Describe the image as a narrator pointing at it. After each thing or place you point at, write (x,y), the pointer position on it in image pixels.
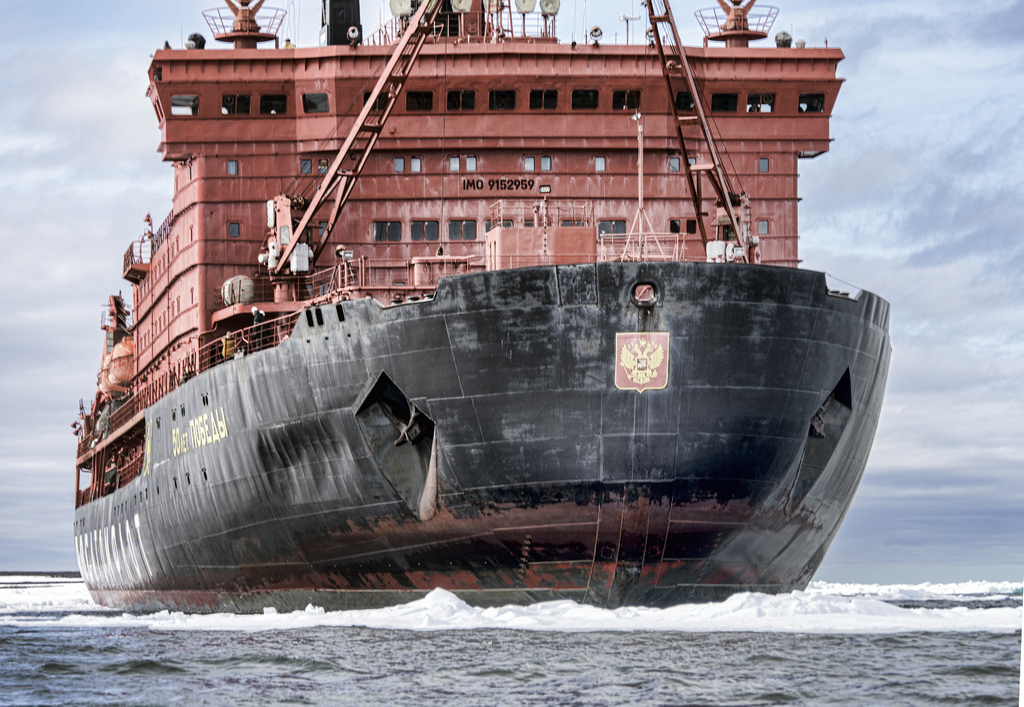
In this image there is a ship (450,438) sailing on a sea (509,632), in the background (934,51) there is a cloudy sky (934,51).
